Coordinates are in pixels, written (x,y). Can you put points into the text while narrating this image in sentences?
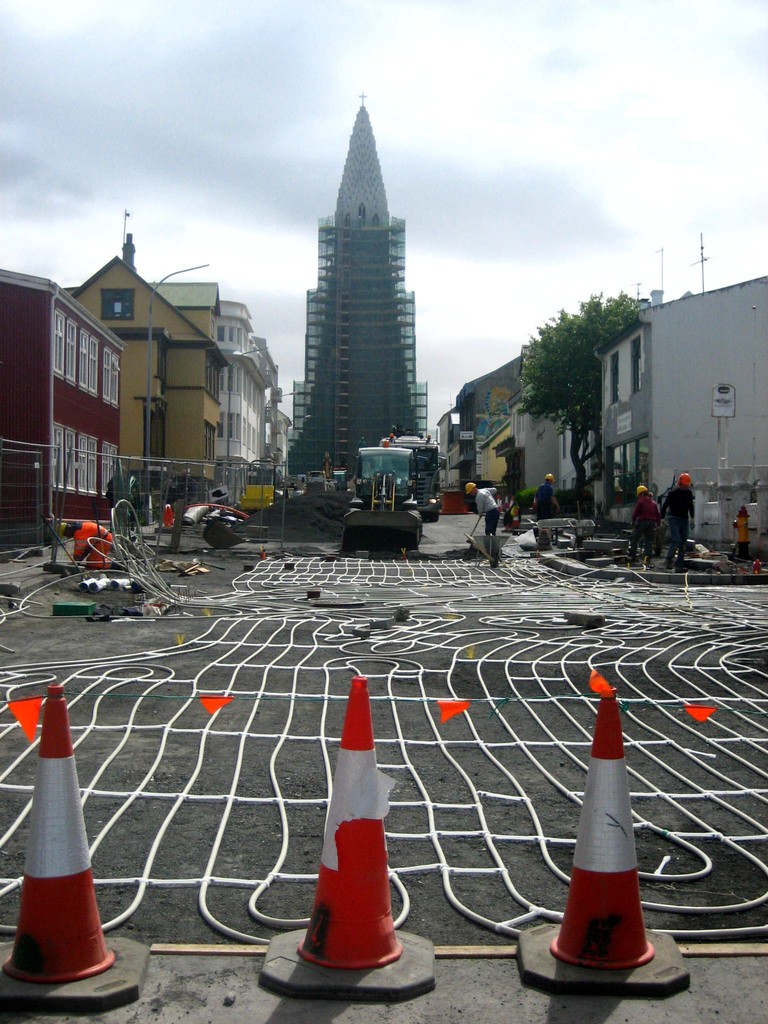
In this picture I can observe traffic cones (43,766) in the bottom of the picture (554,927). In the middle of the picture (429,648) I can observe road (276,680). In the background (74,423) there are buildings (190,365) and some clouds (194,194) in the sky (482,139).
